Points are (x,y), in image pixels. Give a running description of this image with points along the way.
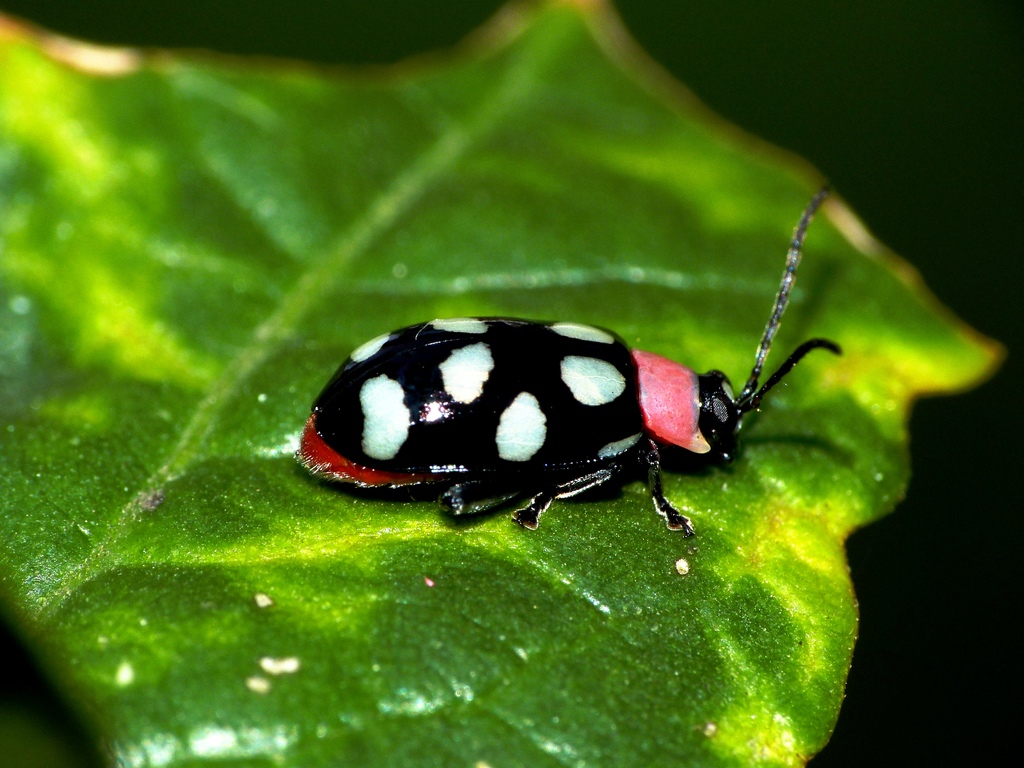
In this picture we can see an insect (471,410) on the leaf (644,542).
